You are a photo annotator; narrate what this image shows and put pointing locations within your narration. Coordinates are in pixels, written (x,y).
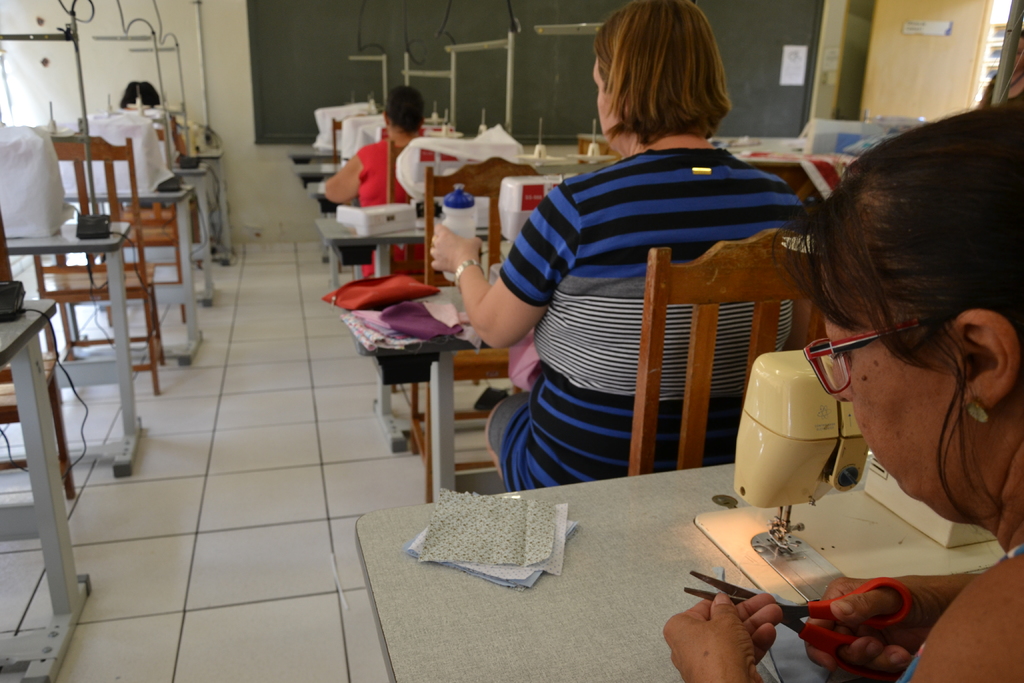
It a sewing class, there are lot of sewing machines (779,527) on the tables (307,180) and also people (718,634) working with it, in the front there is a black board (431,106) and also a cream color wall (281,194) beside it.
